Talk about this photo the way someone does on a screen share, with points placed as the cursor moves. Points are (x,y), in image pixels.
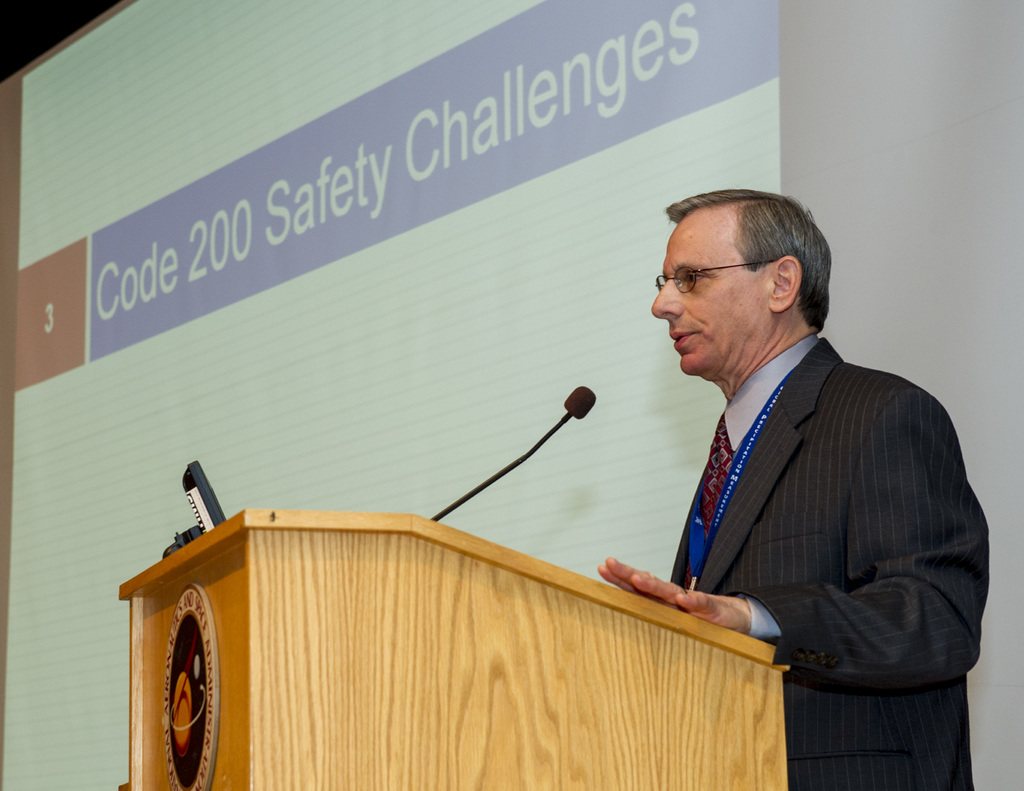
In this image I can see a person (817,517) standing. There is a mike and there are some objects (205,478) on the podium (324,701). In the background (354,109) there is a screen (225,243).
